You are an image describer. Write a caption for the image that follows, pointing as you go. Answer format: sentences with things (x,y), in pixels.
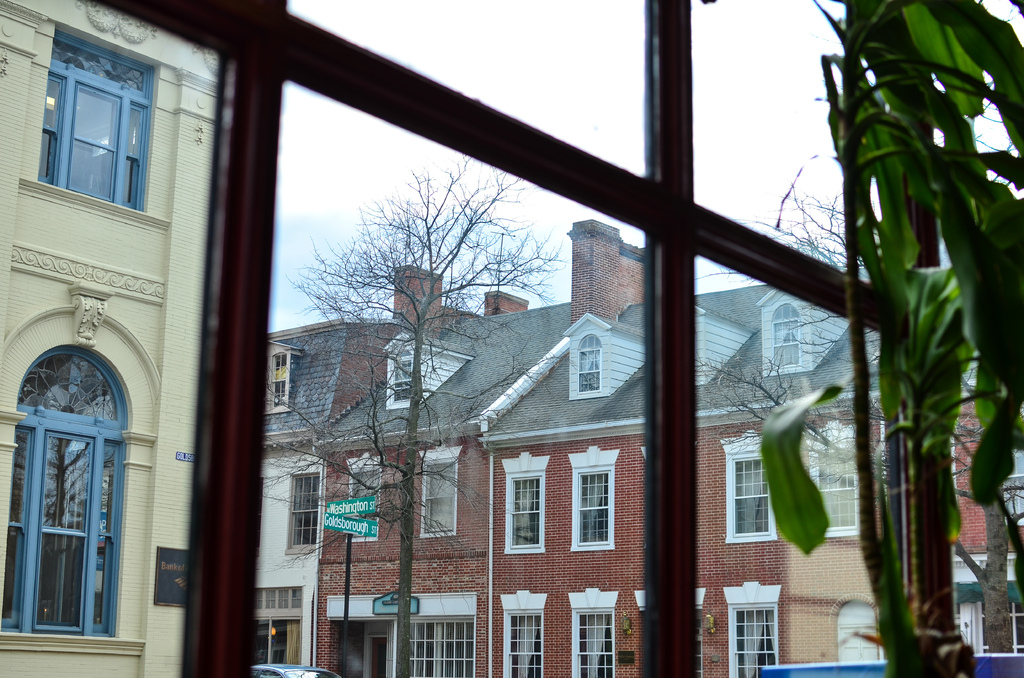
In this image we can see window glass (536,340), here is the plant (913,385), here are the buildings (638,319), here is the window (582,532), here is the curtain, there is the tree (348,336), there is the car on the ground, here is the pole (344,588), at above here is the sky (504,15).
